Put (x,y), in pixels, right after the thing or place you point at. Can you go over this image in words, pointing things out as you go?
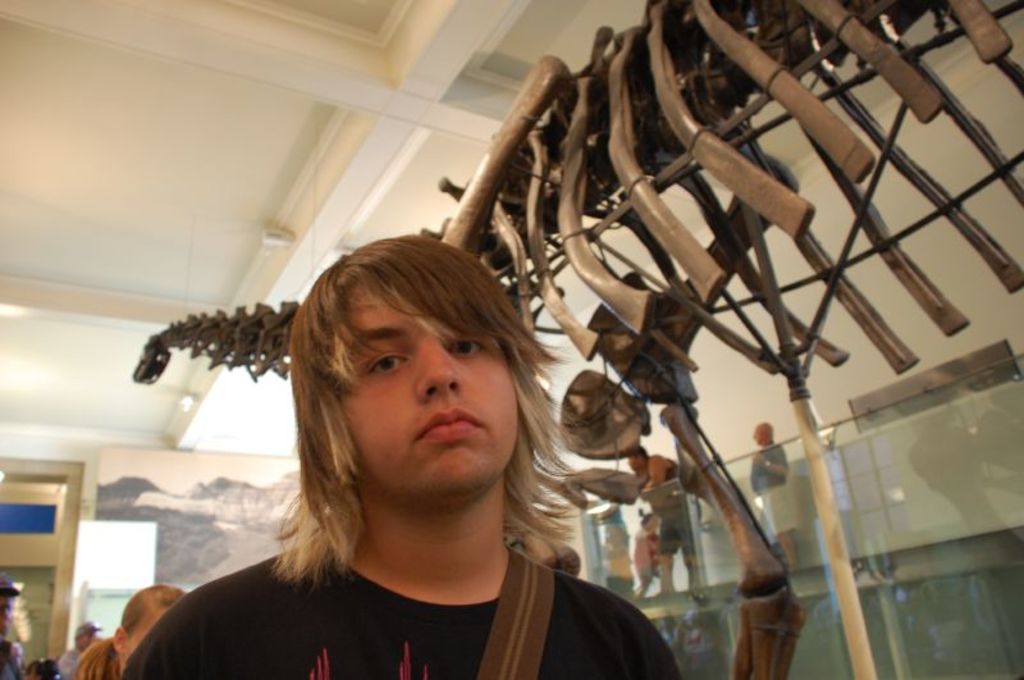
This picture is taken inside the room (711,344). In this image, in the middle (489,339), we can see a person (590,632) wearing a backpack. On the right side (925,440), we can see some objects (924,182), glass (998,589) and a rod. On the left side (159,592), we can see a group of people (122,671), door (53,588) and a painting (256,464) which is attached to a wall (175,551). At the top (217,68), we can see a roof (405,118) with few lights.
